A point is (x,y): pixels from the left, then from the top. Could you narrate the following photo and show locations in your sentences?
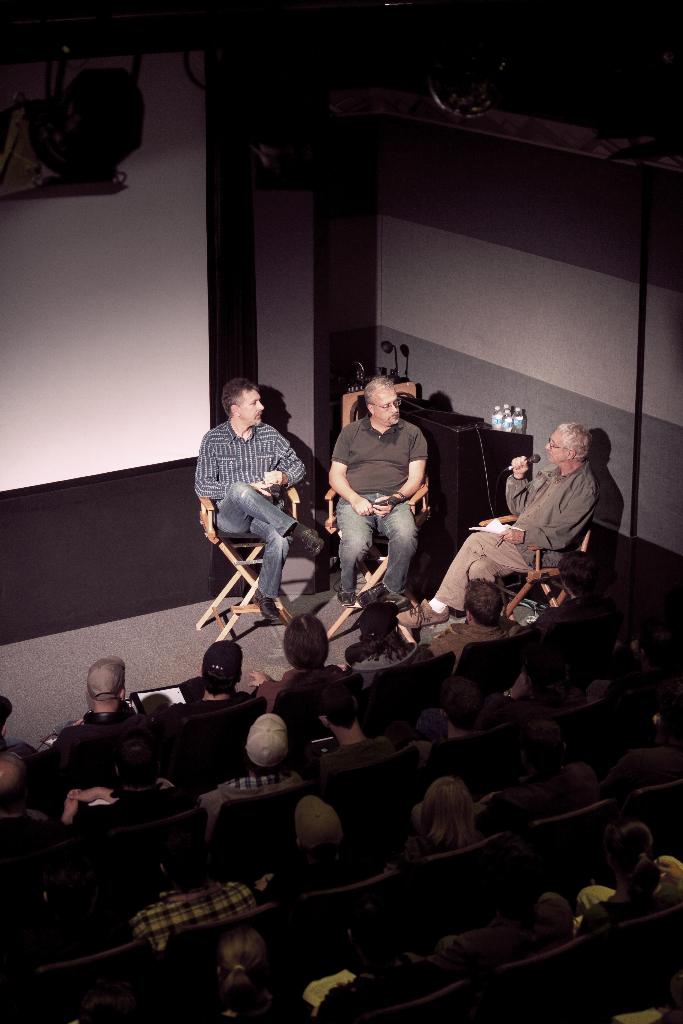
In the image we can see there are many people (285,558) wearing clothes (440,645) and they are sitting on the chair (344,801). This is a microphone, paper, white board (126,372), water bottles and the floor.
